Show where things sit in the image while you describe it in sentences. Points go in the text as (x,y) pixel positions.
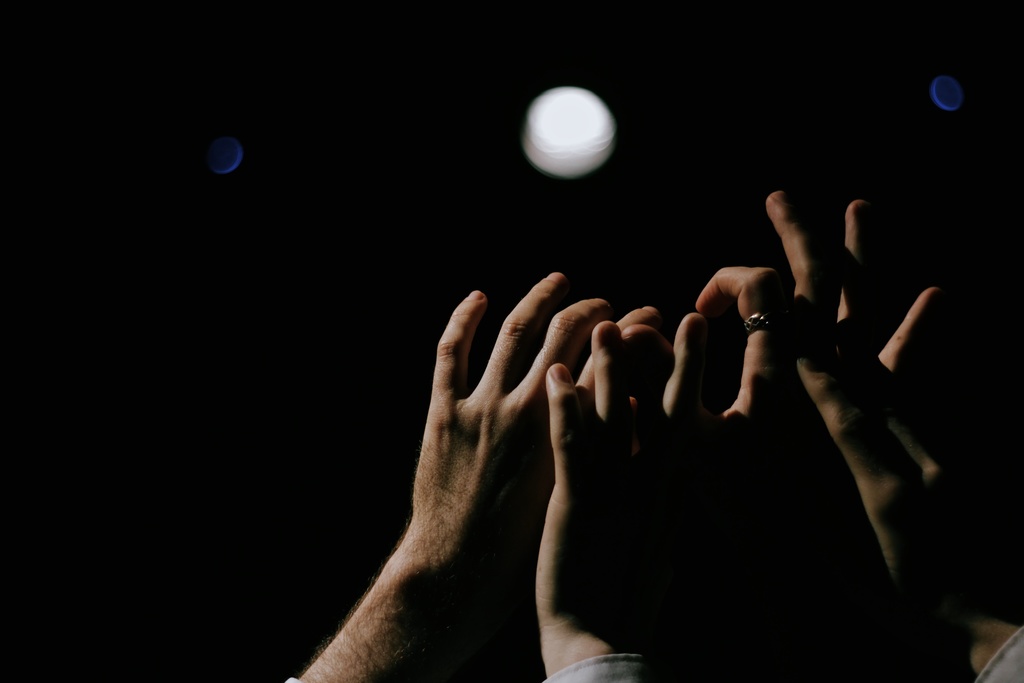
In the image there are few hands (894,543) rising above, this is clicked at night time, it seems to be moon (575,142) in the background (575,122).
